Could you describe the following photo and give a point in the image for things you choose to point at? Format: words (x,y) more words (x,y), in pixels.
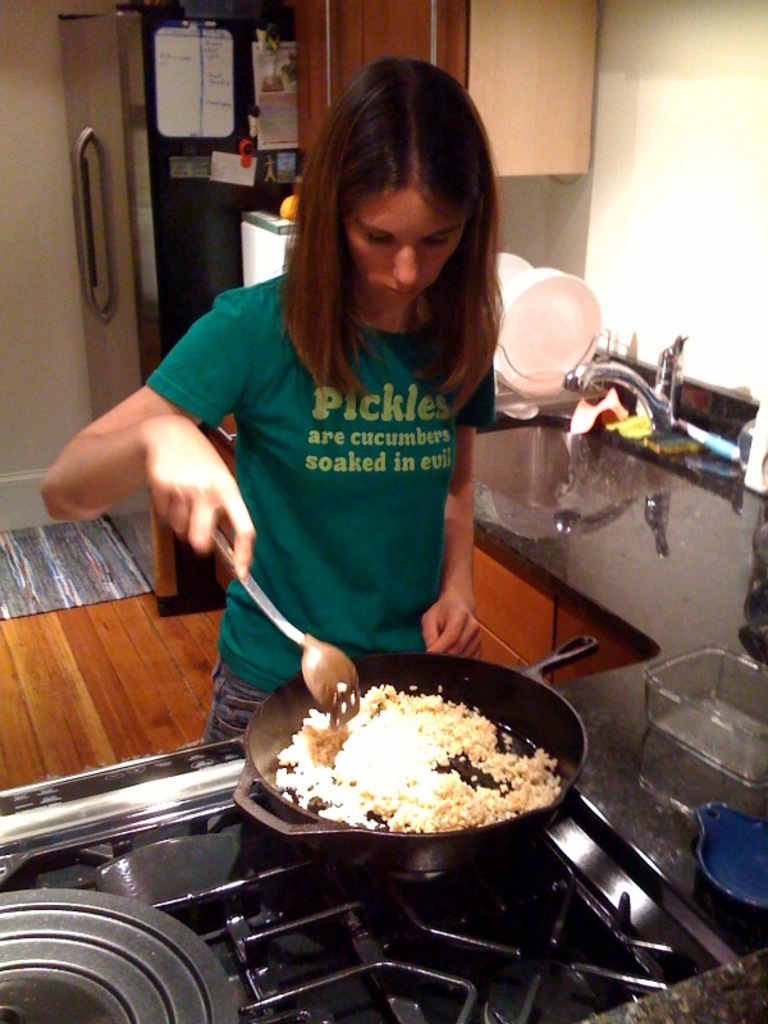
In the foreground of this image (354,597), there is a woman (349,482) standing and holding a spoon (325,693). In front of her, there is a stove (397,931), pan (422,849) with some food (470,817) and few objects (602,415) on the kitchen slab (667,817). In the background (597,473), there is a sink (514,444), platters stand (549,349), a cupboard (355,14), fridge (180,140), a mat (61,569) on the wooden floor (145,653) and the wall (65,297).
